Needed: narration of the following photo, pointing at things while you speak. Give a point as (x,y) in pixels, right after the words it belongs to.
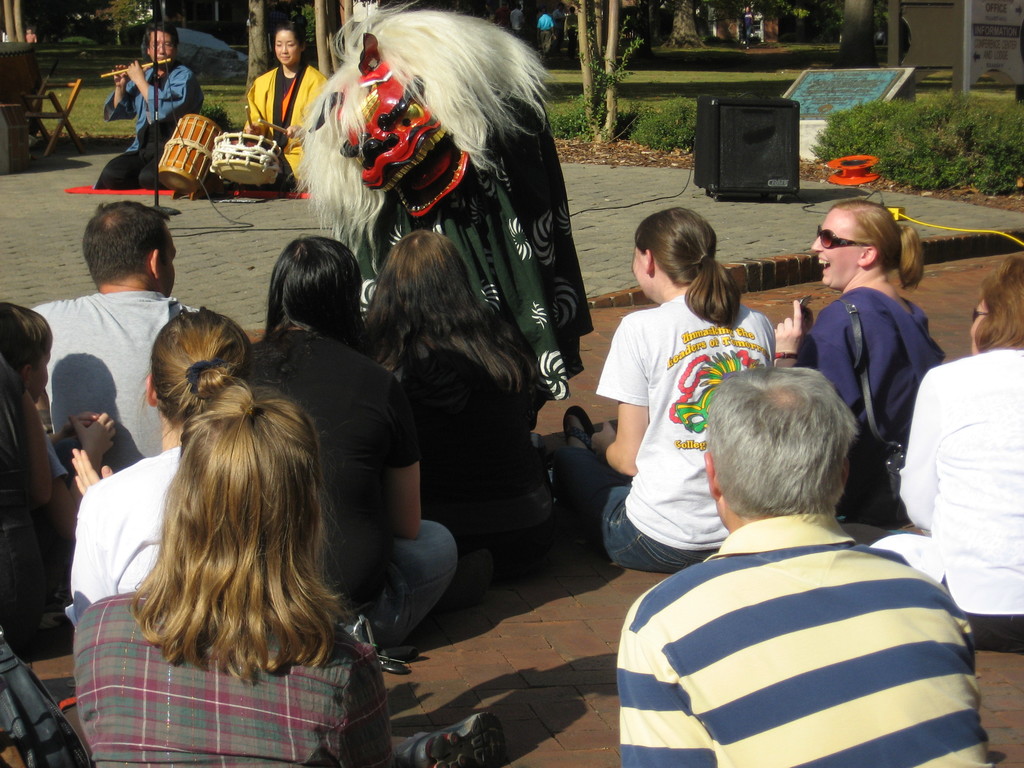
In this image I can see a group of people (742,444) sitting on the floor (564,405) at the bottom of the image (110,545) facing towards the back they are watching a person (373,219) wearing a different costume (359,224) with a face mask (446,131). I can see two people (111,180) sitting beside among them a woman (270,77) is holding two sticks (271,124) in her hands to beat the drums (200,157) and the man (119,120) is holding a flute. I can see wooden chair (52,93) and table (15,131) beside him. I can see the trees (249,35) at the top of the image (783,28), on the right hand side of the image (789,107) I can see a memorial (808,117) and a stereo system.
